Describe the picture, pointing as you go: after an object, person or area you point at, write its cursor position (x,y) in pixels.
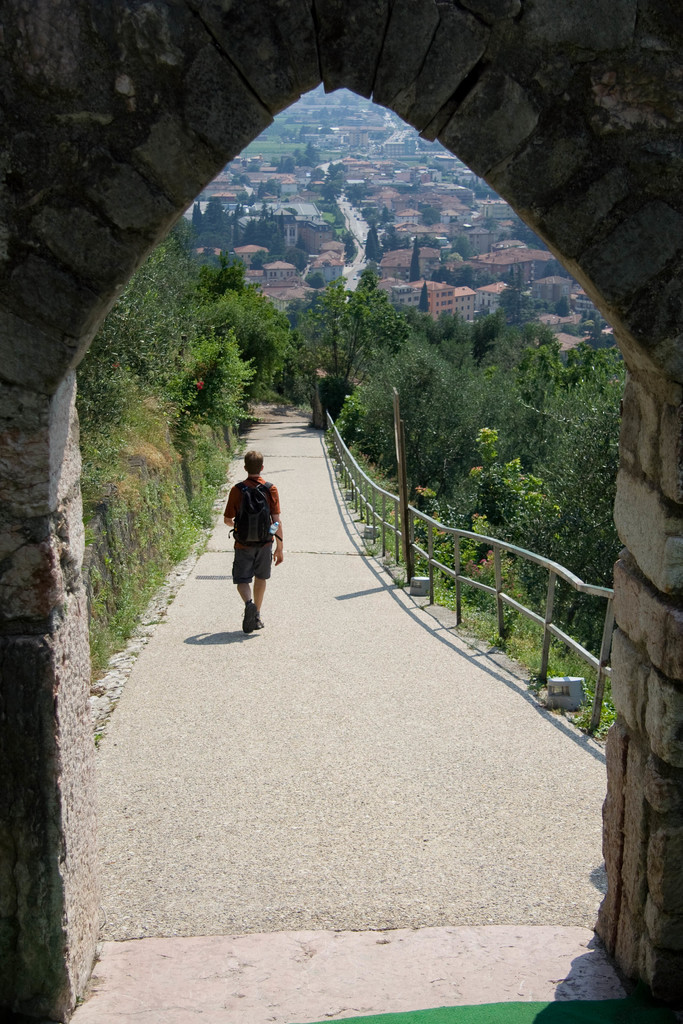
In front of the picture, we see an arch (53,847). In the middle of the picture (261,576), we see a man (261,563) who is wearing the black backpack (247,527) is walking on the road (287,572). Beside him, we see the road railing (453,570) and a pole (401,433). On either side of the road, we see the trees (146,350). There are trees (274,236) and buildings (287,188) in the background (296,219).
